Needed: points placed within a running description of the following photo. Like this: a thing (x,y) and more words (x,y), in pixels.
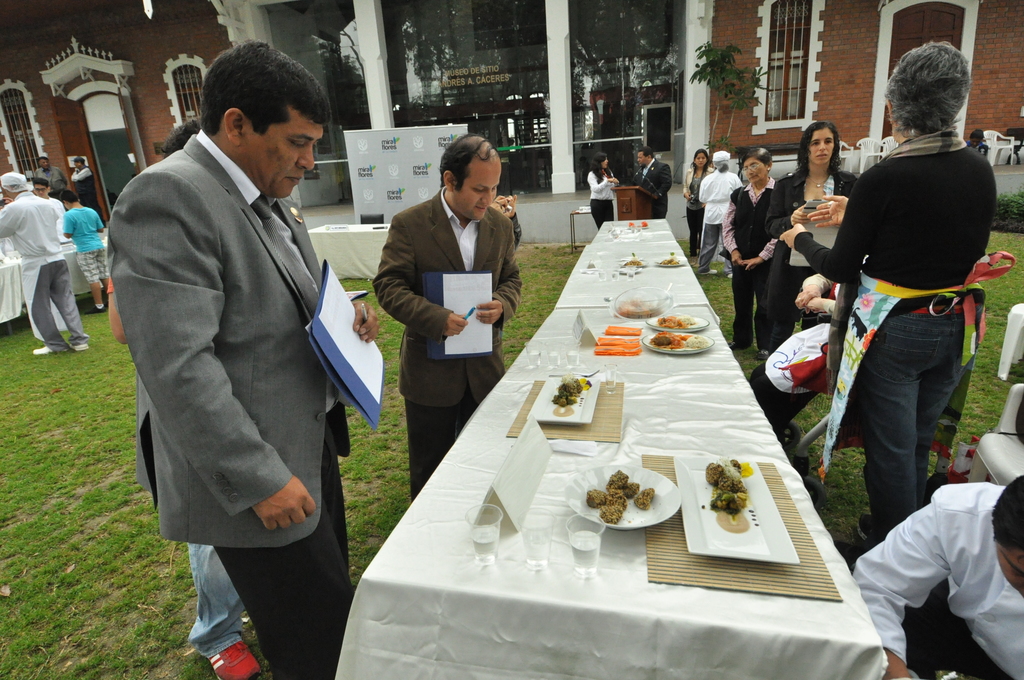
In this image there are group of person (844,272) standing and walking. In the center (618,395) there is a table (580,606) which is covered with a white colour cloth (623,633). On the table (553,553) there are some foods (724,521) on plates (659,504), Glasses (536,549), and at the left (250,359) the person (252,382) standing is holding a paper (342,340) in his hand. In the center (445,269) person (451,261) wearing brown colour suit (436,266) is holding a paper (470,335) and pen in his hand (459,325). In the background (472,88) there are glasses (442,42) and building (152,58), door (69,123). On the floor (70,444) there is a Grass (73,427).
